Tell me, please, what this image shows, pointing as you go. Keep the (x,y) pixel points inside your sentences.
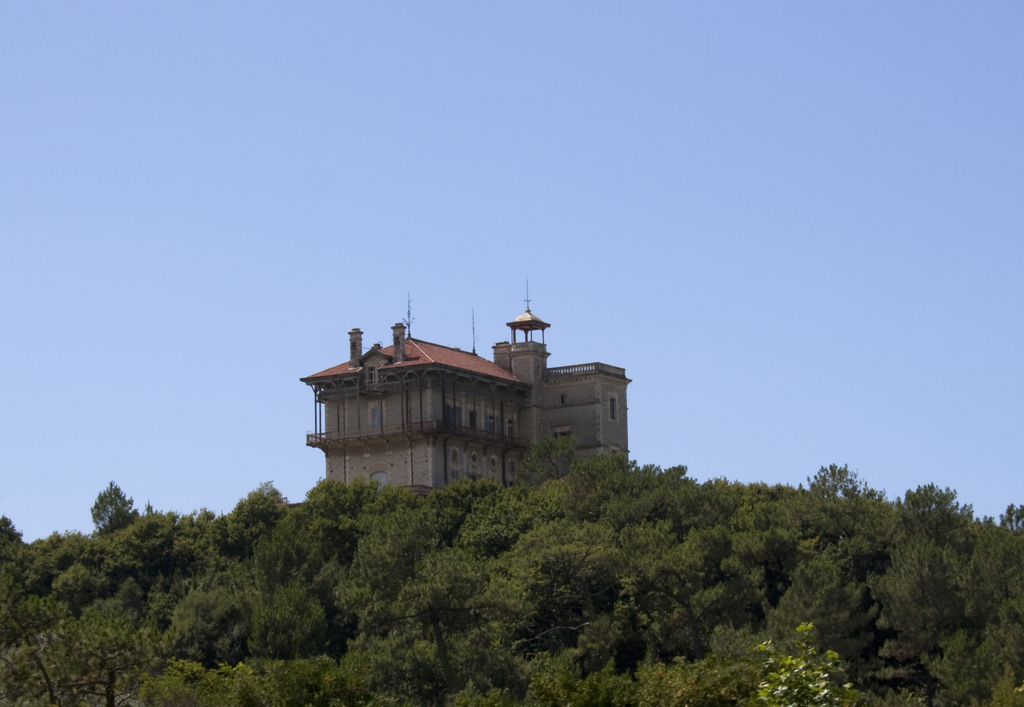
In the foreground of this image (400,521) we can see the trees (463,596) and there is a building (450,435) in the middle of this image (451,460). The blue sky (246,284) is in the background (457,235).
